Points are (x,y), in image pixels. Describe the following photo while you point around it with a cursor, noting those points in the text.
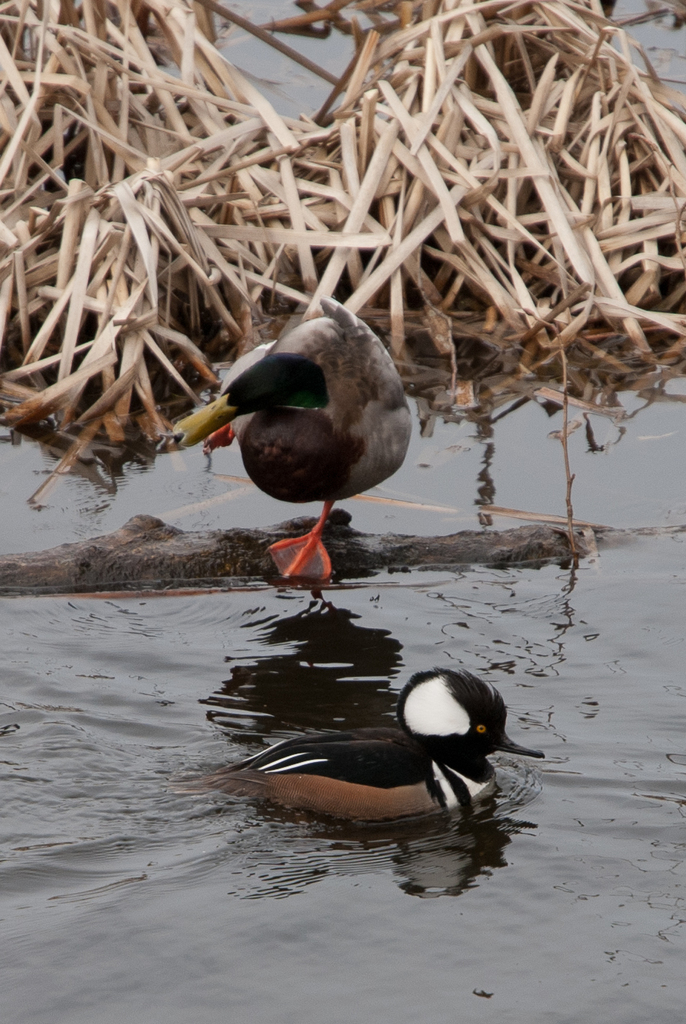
In the center of the image (318,468) there are birds (263,452). At the bottom of the image (246,914) there is water (360,917). There is dry grass (384,93) in the background of the image (322,185).
